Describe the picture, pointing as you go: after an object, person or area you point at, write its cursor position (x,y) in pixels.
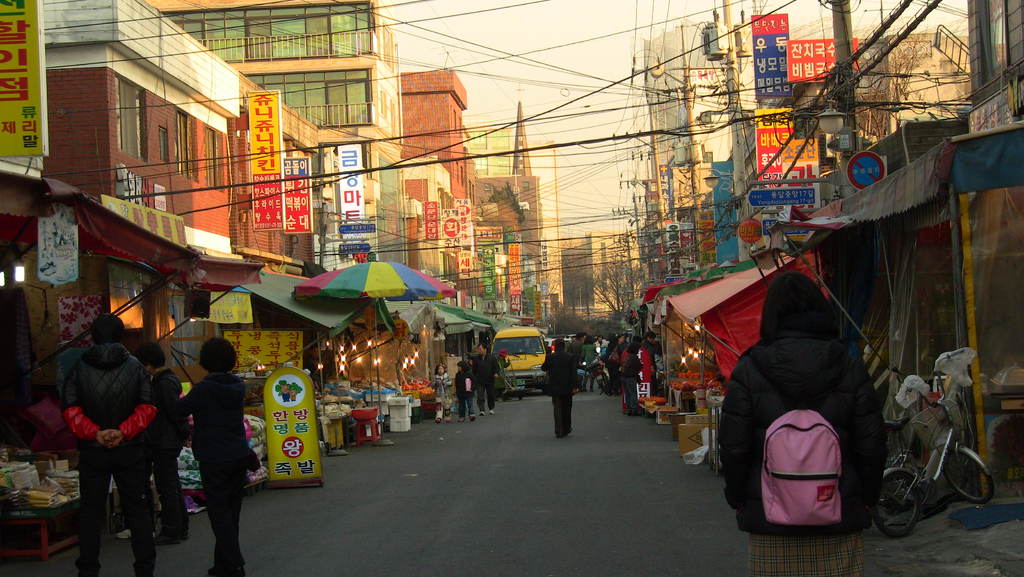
In this image on the right side (849,272) and left side (326,303) there are some stores (372,346), and some people (845,423) are selling somethings (672,387). And also there are some buildings (914,114), poles (642,229), wires (457,151). In the center (499,368) there are some persons (611,369) walking and also some vehicles (525,358), tents (340,306), boards (272,446). On the boards (277,363) there is text (278,416), at the bottom (420,491) there is road (650,491) and on the right side (940,439) and left side there are some boxes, cycle (915,435), lights (417,357), tents (753,324). At the top of the image (513,81) there is sky (540,97).
